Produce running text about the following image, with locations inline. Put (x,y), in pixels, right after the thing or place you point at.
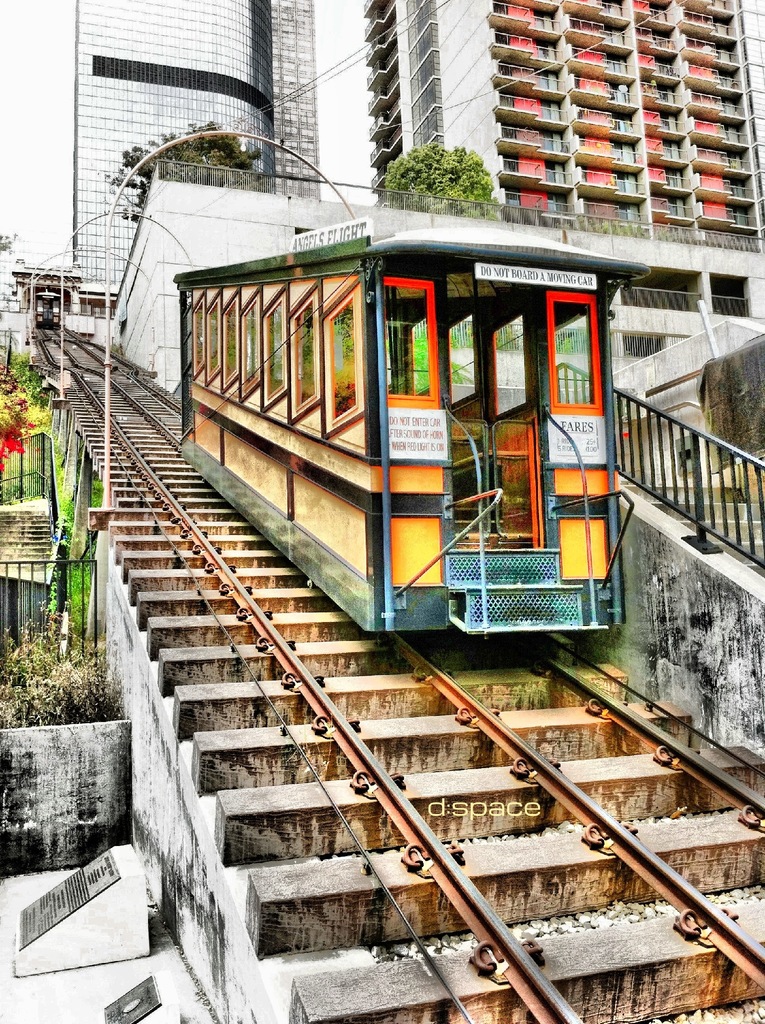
In the picture we can see a railway track (440,693) on it, we can see a part of the train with windows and steps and beside it, we can see a wall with railing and behind it, we can see some buildings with several floors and some plants (38,702) near it and on the other side we can see some poles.
